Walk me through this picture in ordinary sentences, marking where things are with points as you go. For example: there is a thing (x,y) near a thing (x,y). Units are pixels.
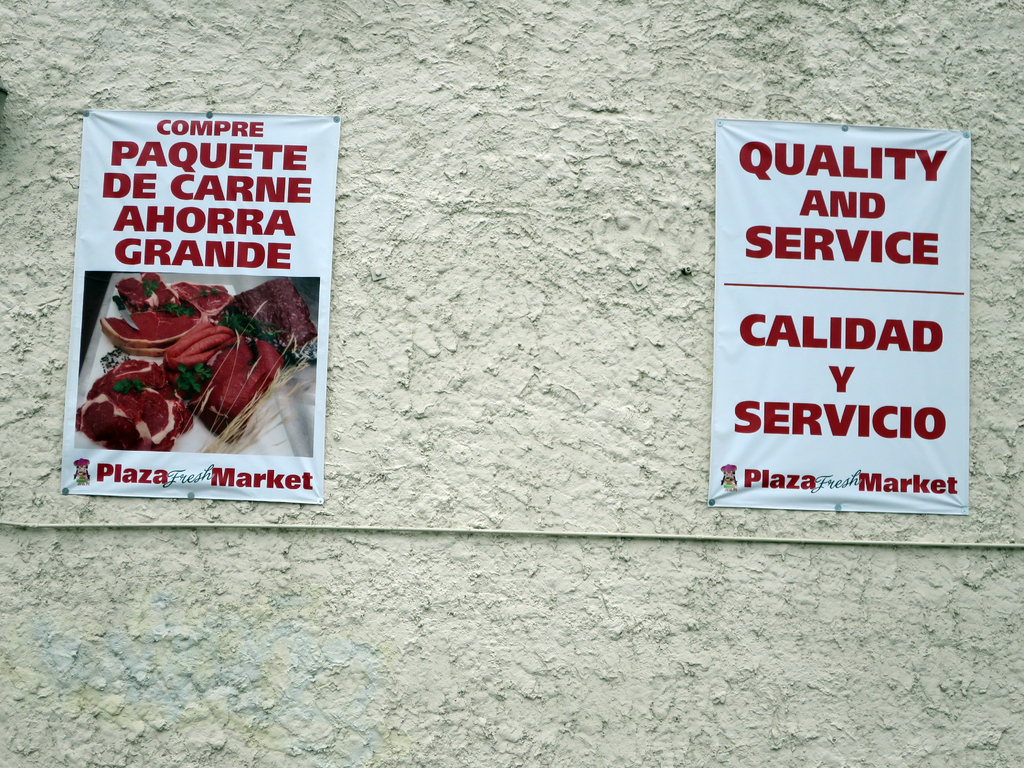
In this image we can see two posters (322,140) attached to the wall (575,465) and on one poster (259,341) we can see the image (235,381) and also the text (211,239) and on another poster (811,383) there is text (826,475).
